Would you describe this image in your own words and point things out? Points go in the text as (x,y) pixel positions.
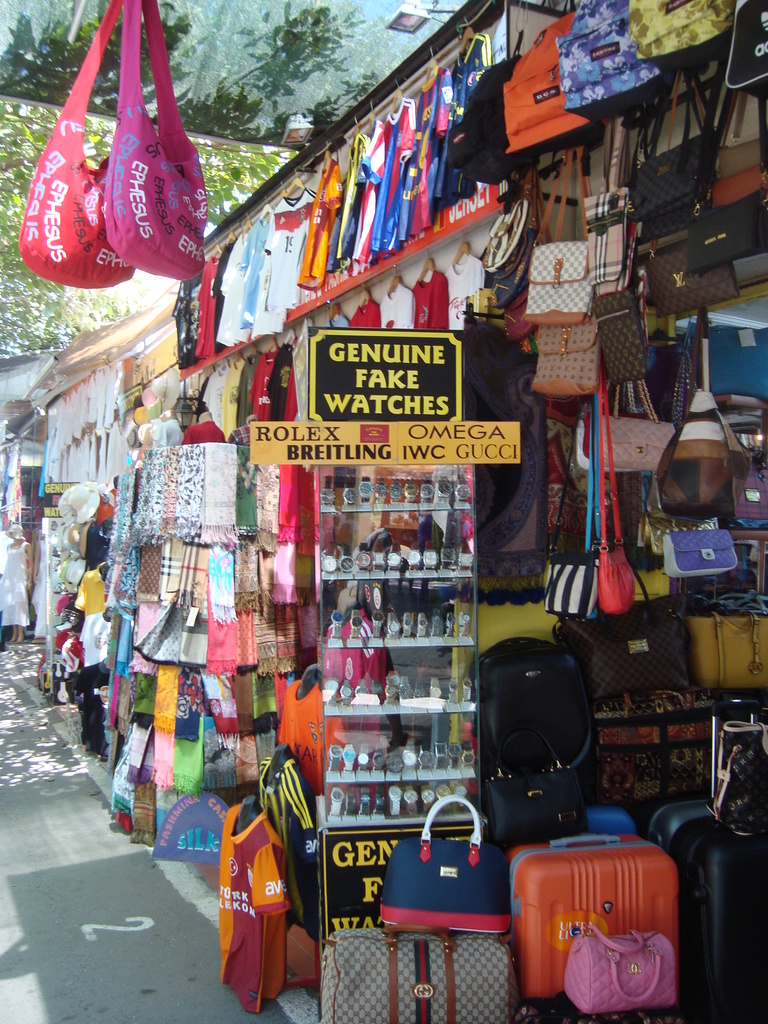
The picture is clicked on a road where there are shops (315,600) of hand bags (120,274) and watches (402,681) and there is a label (349,355) on top of that which is Genuine fake watches.
